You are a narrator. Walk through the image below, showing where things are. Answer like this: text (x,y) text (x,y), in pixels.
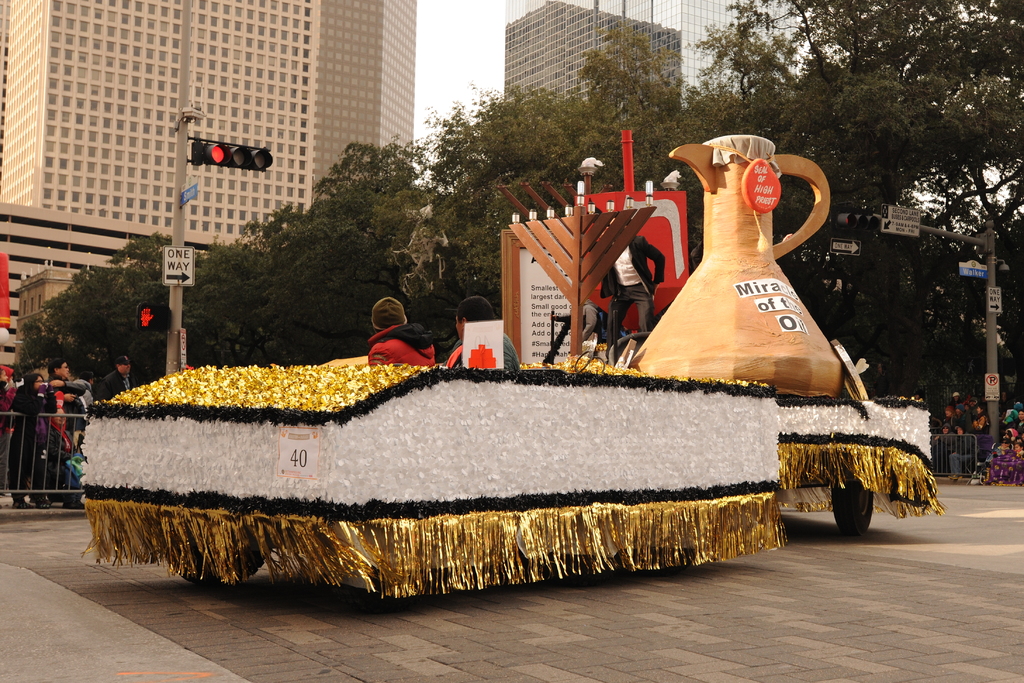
In this image there is a decorated vehicle (648,385). In the vehicle (648,385) there are few people (637,291). There is a jug like structure (727,271) over here. In the background (827,221) there are trees (276,301), building (311,187), barricade (39,413). Beside the barricade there are many people (48,424) standing.
